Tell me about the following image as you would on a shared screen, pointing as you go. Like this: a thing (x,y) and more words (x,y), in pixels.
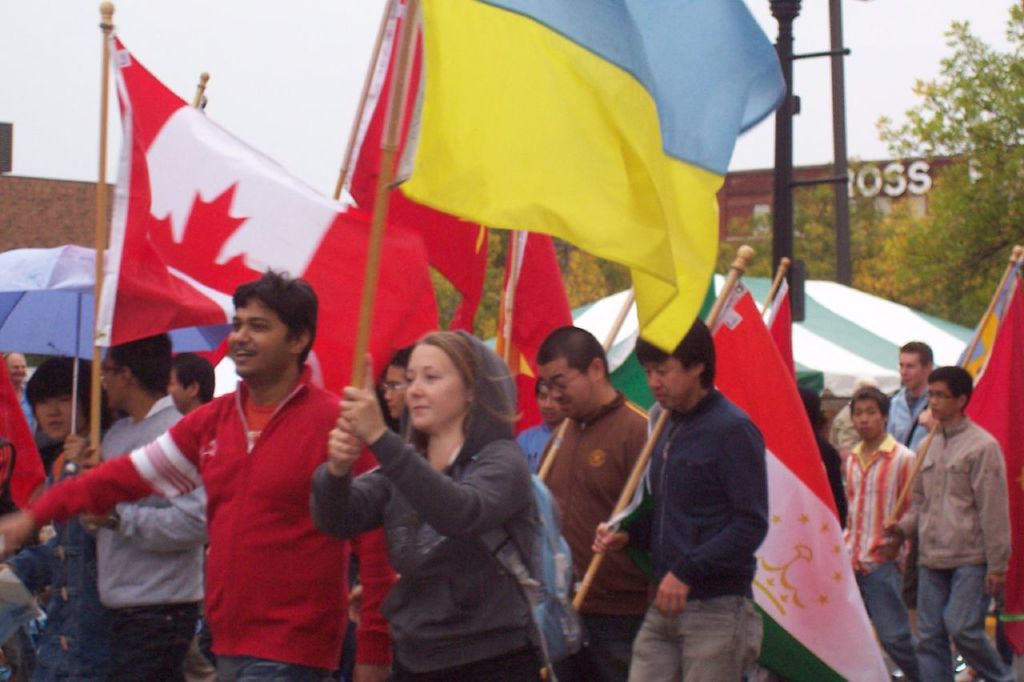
As we can see in the image there are few people (359,484) here and there and holding flags (282,196). In the background (920,204) there are trees (914,215) and house (95,237). On the top (308,95) there is sky (280,85).
